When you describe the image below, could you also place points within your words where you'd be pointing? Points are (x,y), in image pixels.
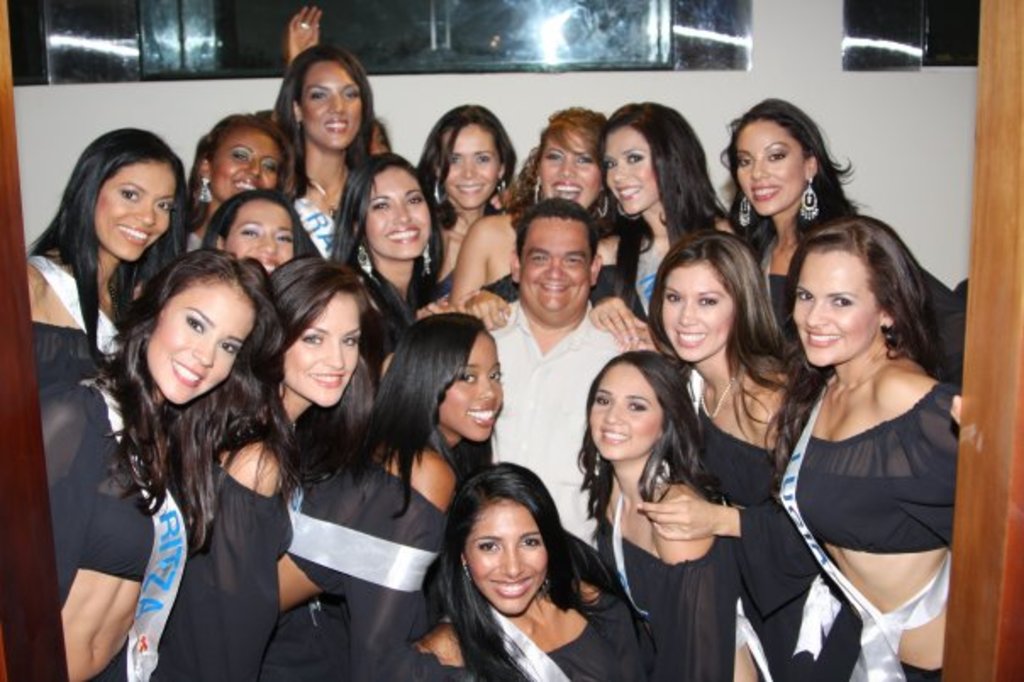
In this image, we can see a group of women (864,335) are smiling. Here we can see a person (539,373) in the middle of the group (477,160). He is smiling. Background (556,94) there is a wall (519,92), glass (451,63). Right side (989,570) and the left side (41,616), we can see a wooden pieces (989,541).
